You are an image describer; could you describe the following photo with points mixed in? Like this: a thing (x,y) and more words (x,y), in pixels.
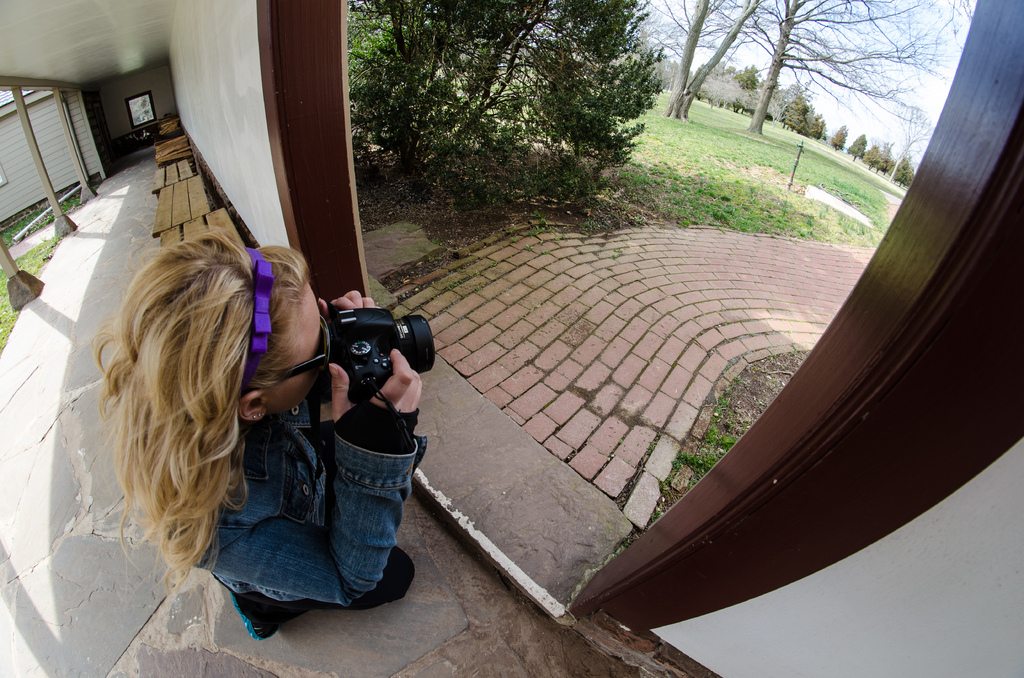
Girl (286,484) holding camera (385,369) taking picture of trees (633,147) and here there are benches (182,186).
